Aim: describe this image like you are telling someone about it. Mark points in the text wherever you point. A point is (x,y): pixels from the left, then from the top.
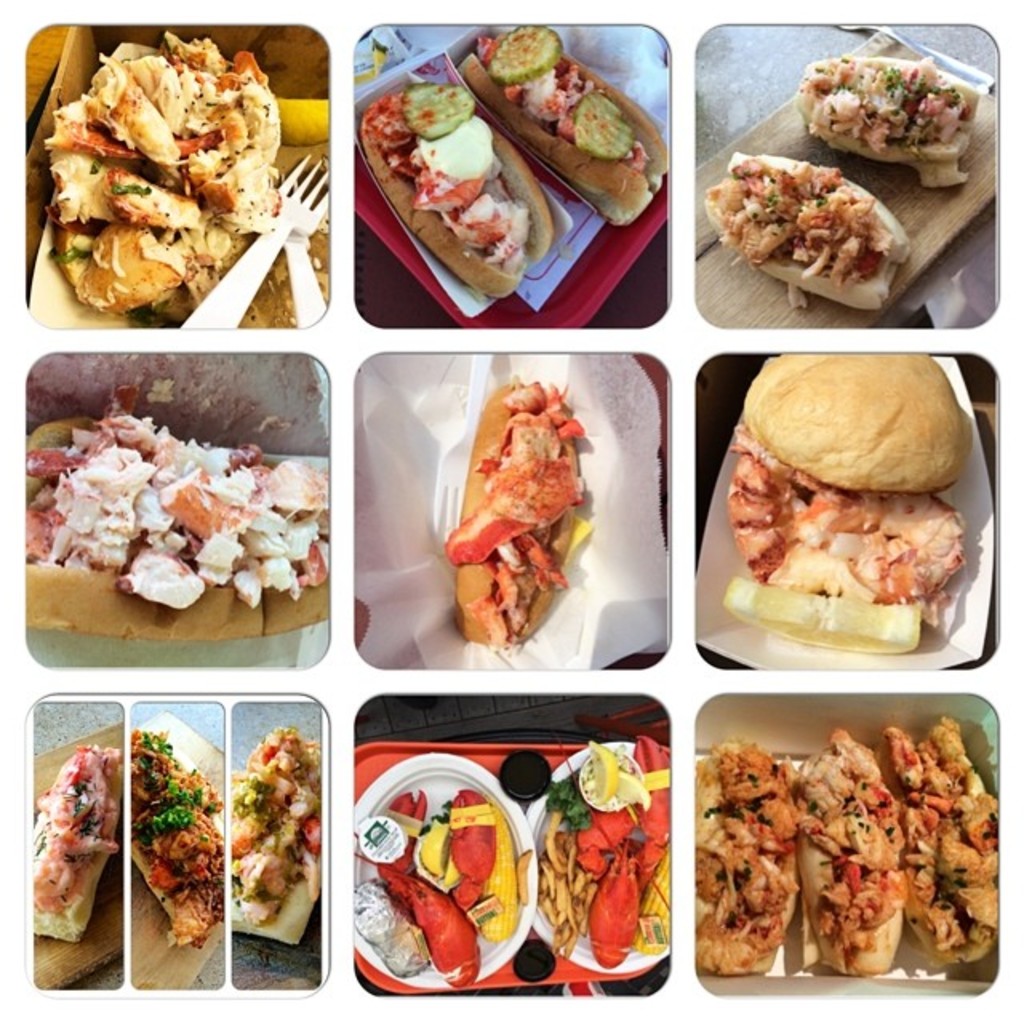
In this image we can see a collage of pictures, in which we can see food (887,267) placed on the surface (726,390).
